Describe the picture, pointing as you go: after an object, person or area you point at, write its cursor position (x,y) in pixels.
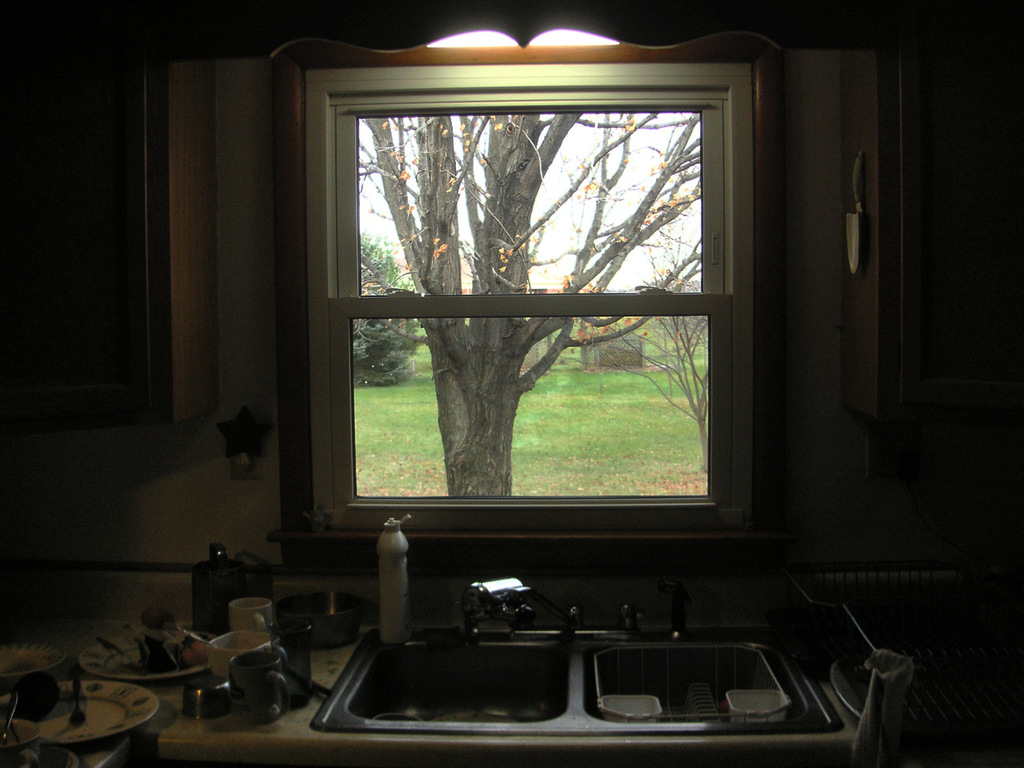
In this image I can see the counter top (219,730) of the kitchen (232,738) on which I can see few plates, few cups (252,656), few bowls (227,654), a bottle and few other utensils (215,620). I can see a sink (385,650), the grill (637,667), few taps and the window (530,312) through which I can see few trees (476,352), the sky (566,241) and some grass (602,378). To the top of the image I can see a light (603,39).
